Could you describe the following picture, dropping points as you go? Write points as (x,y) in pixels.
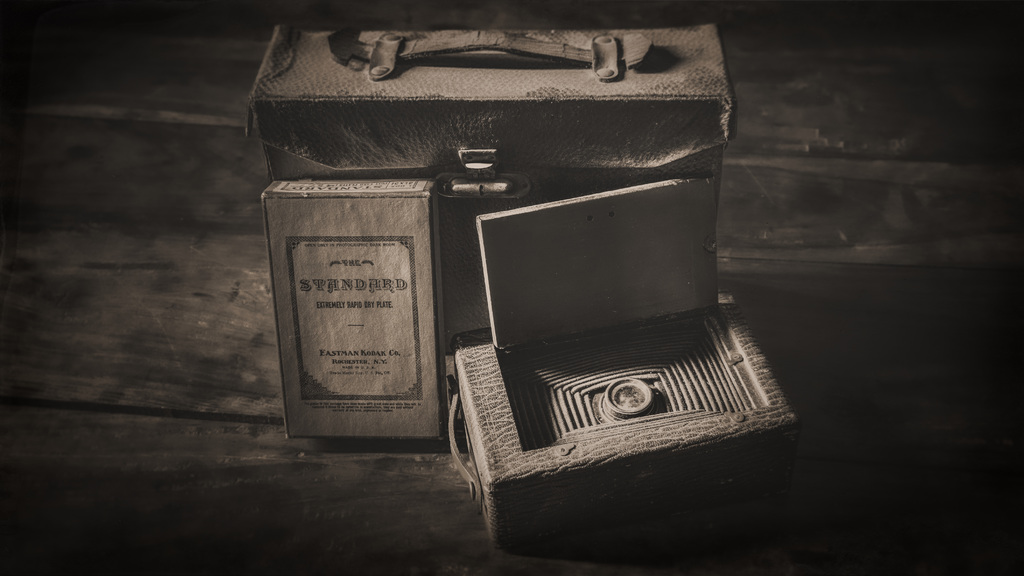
In this picture there is a bag (521,110) and two boxes (516,338) placed on the table (806,261).
